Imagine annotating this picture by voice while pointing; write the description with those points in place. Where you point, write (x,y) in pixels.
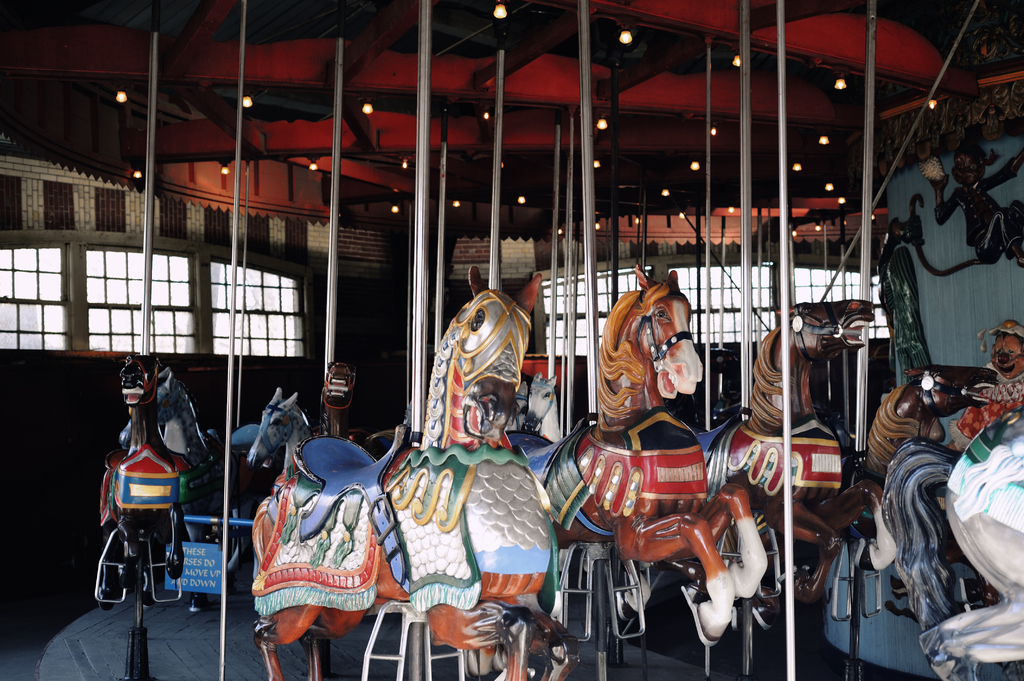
In this image we can see a carousel (499,473). In the background (243,251) there is a wall (444,325) and we can see windows (695,288). At the top (369,106) there are lights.
